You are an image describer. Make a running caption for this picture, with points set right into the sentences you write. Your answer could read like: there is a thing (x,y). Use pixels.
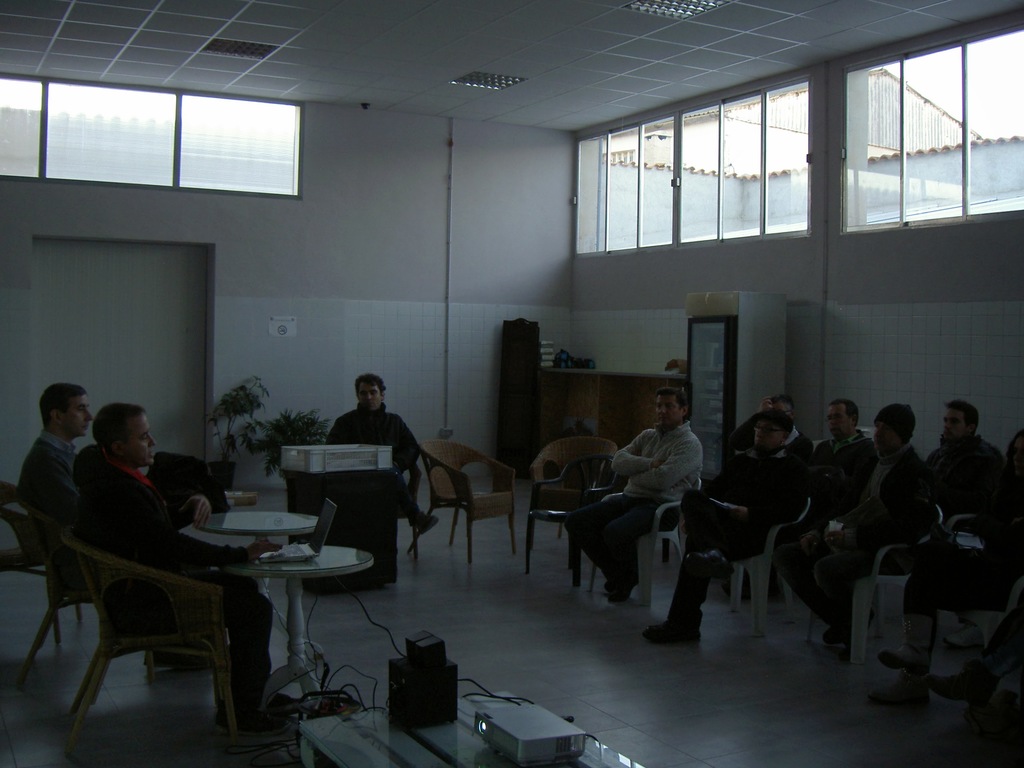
In this picture there are group of people (939,583) those who are sitting in opposite direction and there is a person (398,462) who is sitting at the center of the image (351,435) is having some tray (297,467) before him, there is a plant (280,443) at the center of the image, there are windows (647,179) around the area of the image and there is a table (289,611) at the left side of the image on which a laptop (270,556) is there which is operating a man (239,607) who is sitting at the left side of the image (230,549), there is a refrigerator (692,298) at the right side of the image (744,317).
